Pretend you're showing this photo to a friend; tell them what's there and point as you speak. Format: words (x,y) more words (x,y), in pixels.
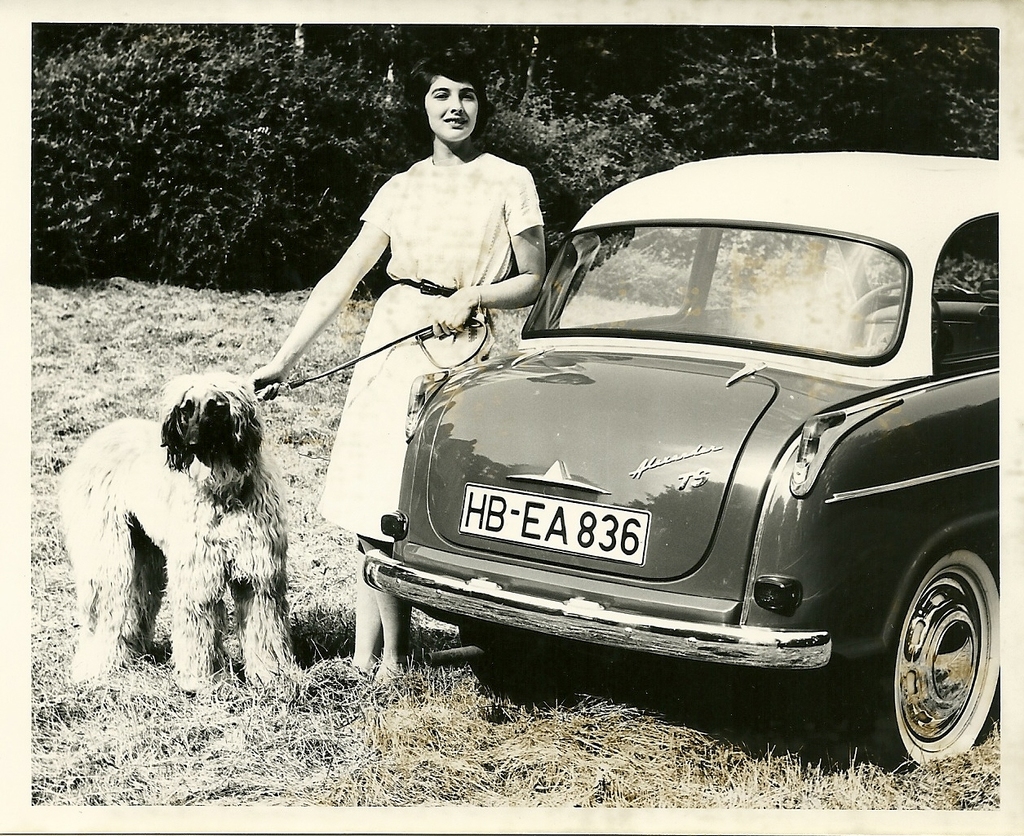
This is a black and white picture. On the background (323,92) we can see trees (874,72). This is a grass (428,703). We can see a car (621,421). Aside to that a woman (363,268) is standing holding a belt (485,330) of a dog (214,502).
